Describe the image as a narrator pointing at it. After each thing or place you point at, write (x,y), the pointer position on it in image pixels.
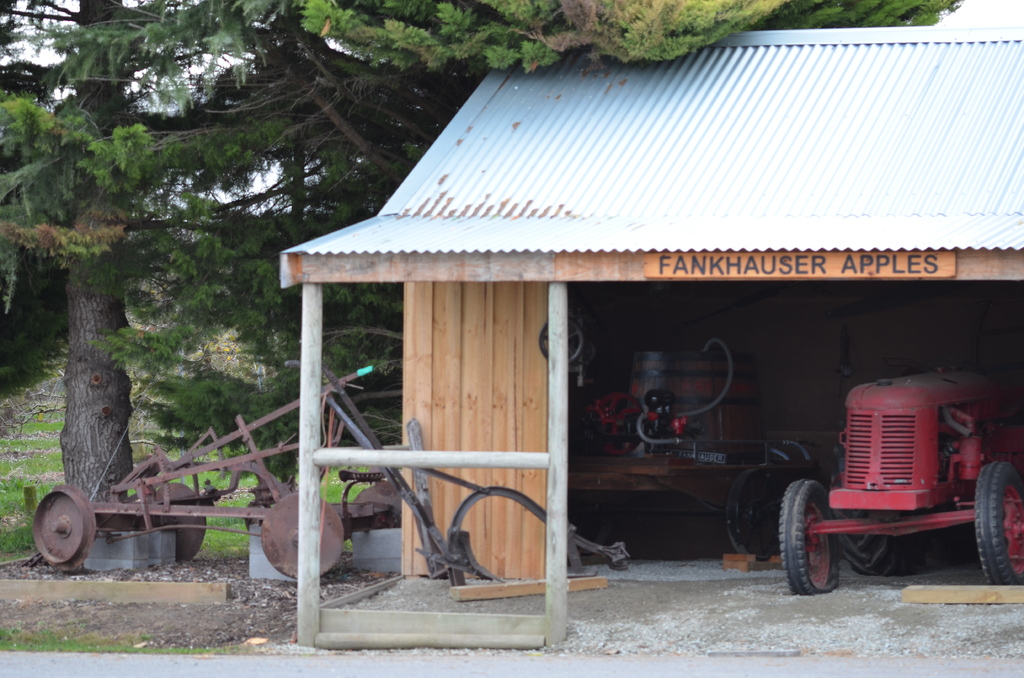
There is a tractor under the shed (428,419) and other objects (629,448) in the foreground area of the image (436,482), there are trees (191,204), grassland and the sky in the background (167,258).
